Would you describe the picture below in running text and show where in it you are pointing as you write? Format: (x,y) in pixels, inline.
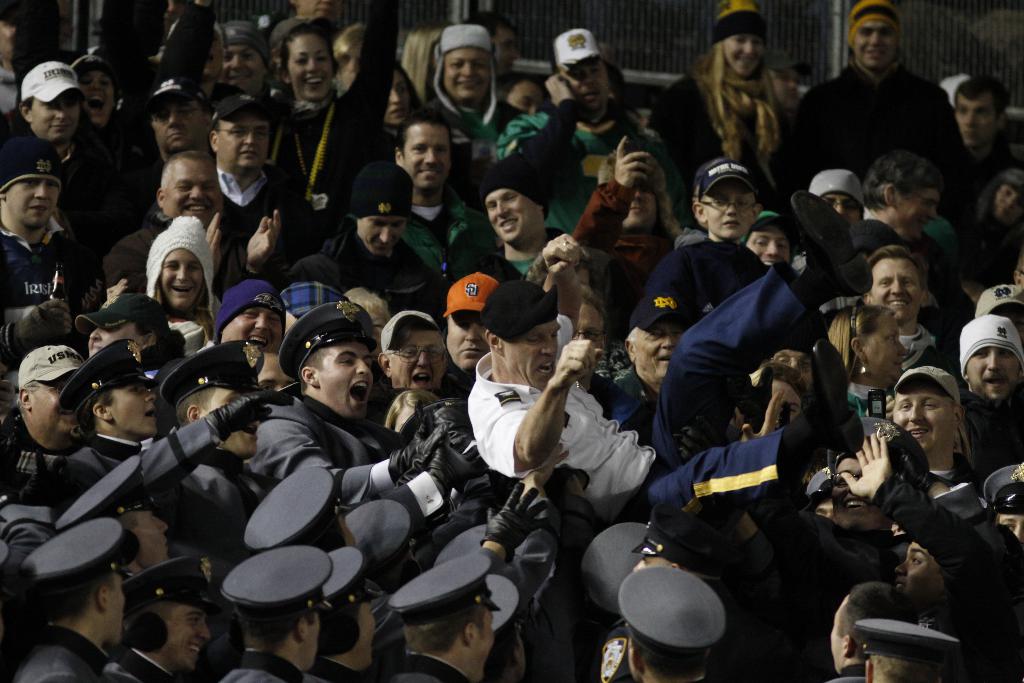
In this image there are group of persons (543,275), there are persons (443,335) wearing caps (84,398), there are persons (616,351) holding an object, there is a fencing (671,32) towards the top of the image (522,24).
